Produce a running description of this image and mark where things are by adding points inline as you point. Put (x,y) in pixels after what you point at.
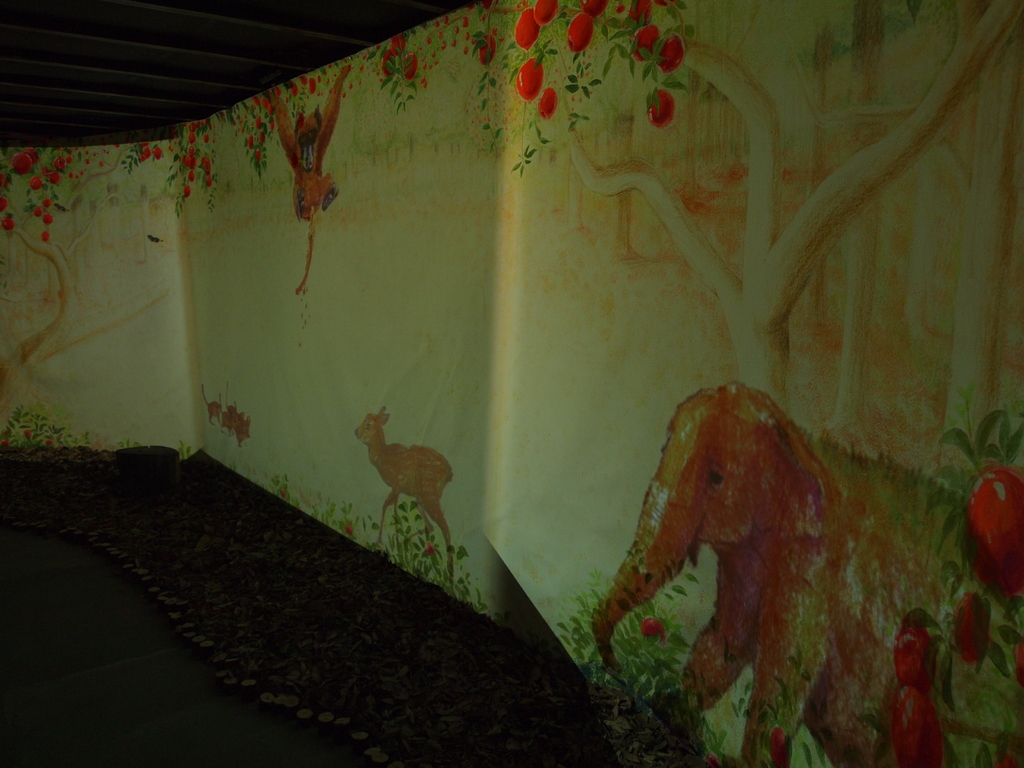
The picture is clicked inside a room (196,572). On the wall (755,318) there are paintings (592,514) of trees (760,234) and animals (298,204). On the top (162,52) there is roof (162,52).
